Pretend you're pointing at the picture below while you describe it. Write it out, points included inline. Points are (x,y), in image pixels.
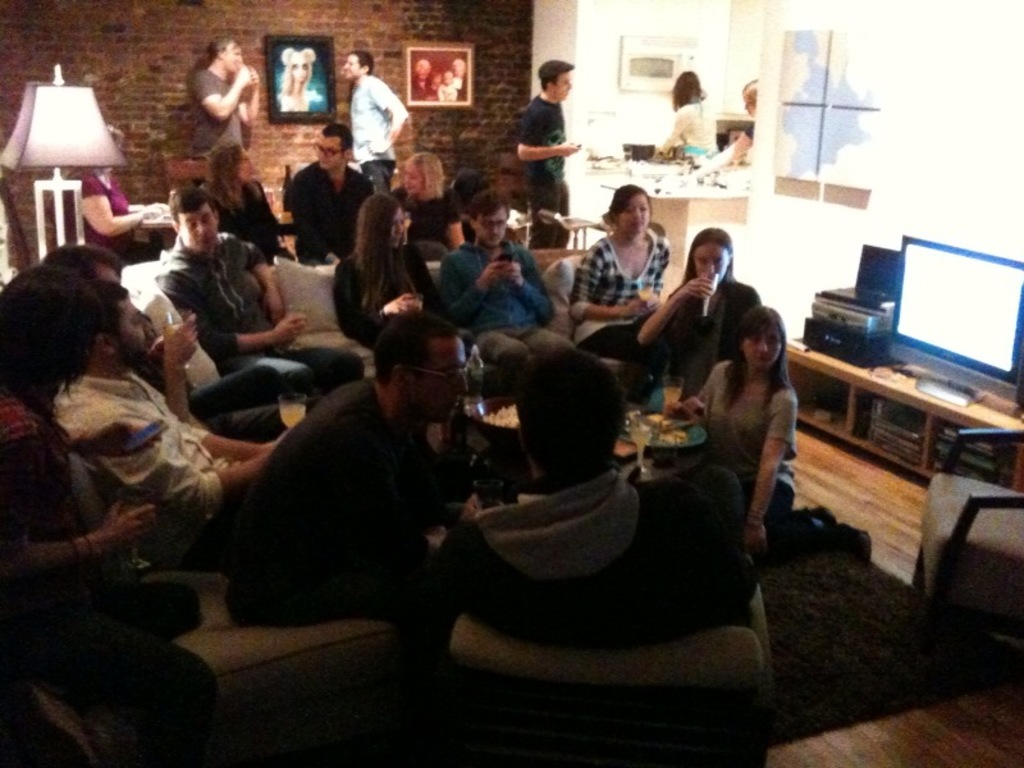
In this image I can see the group of people (358,497) with different color dresses (311,371). I can see few people (440,465) are holding the glasses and there are plates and glasses (645,453) in-front of few people (551,440). To the right (943,482) I can see the chair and there is a television (926,317) and some electronic gadgets (828,333) on the table (885,380). To the left (52,188) I can see the lamp (72,107). In the background (286,103) I can see few more people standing and the frames (324,88) to the wall (260,49).
